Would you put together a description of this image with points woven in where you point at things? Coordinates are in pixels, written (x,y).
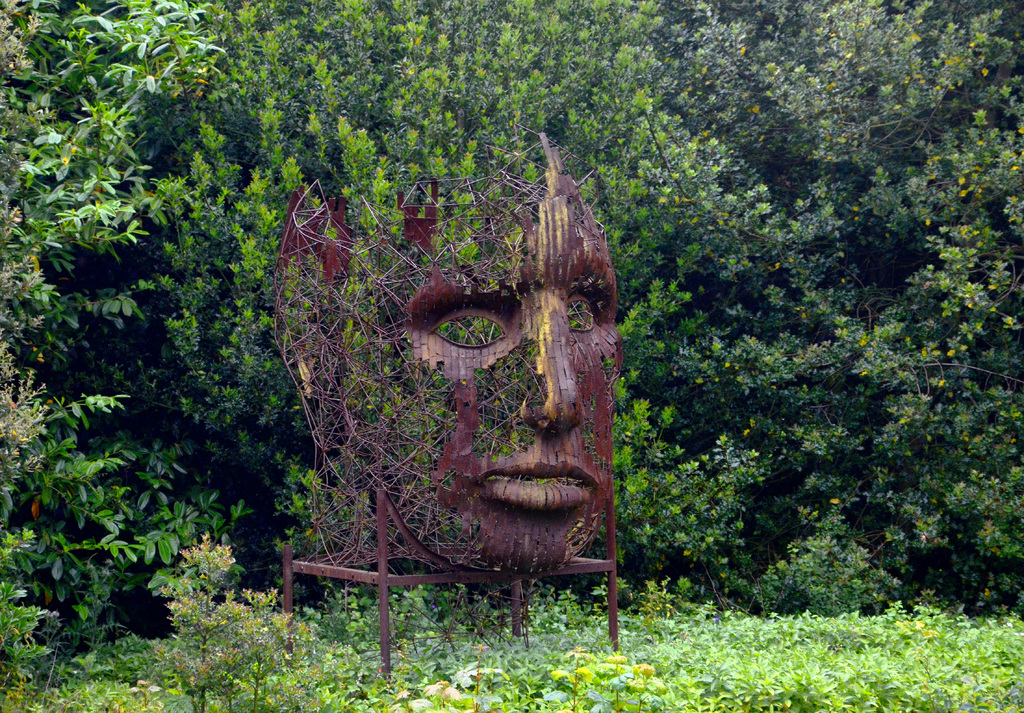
In the center of the image (602,319) there is a depiction of a person (528,256). In the background of the image (253,220) there are trees (770,325). At the bottom of the image (667,645) there are plants (675,680).
